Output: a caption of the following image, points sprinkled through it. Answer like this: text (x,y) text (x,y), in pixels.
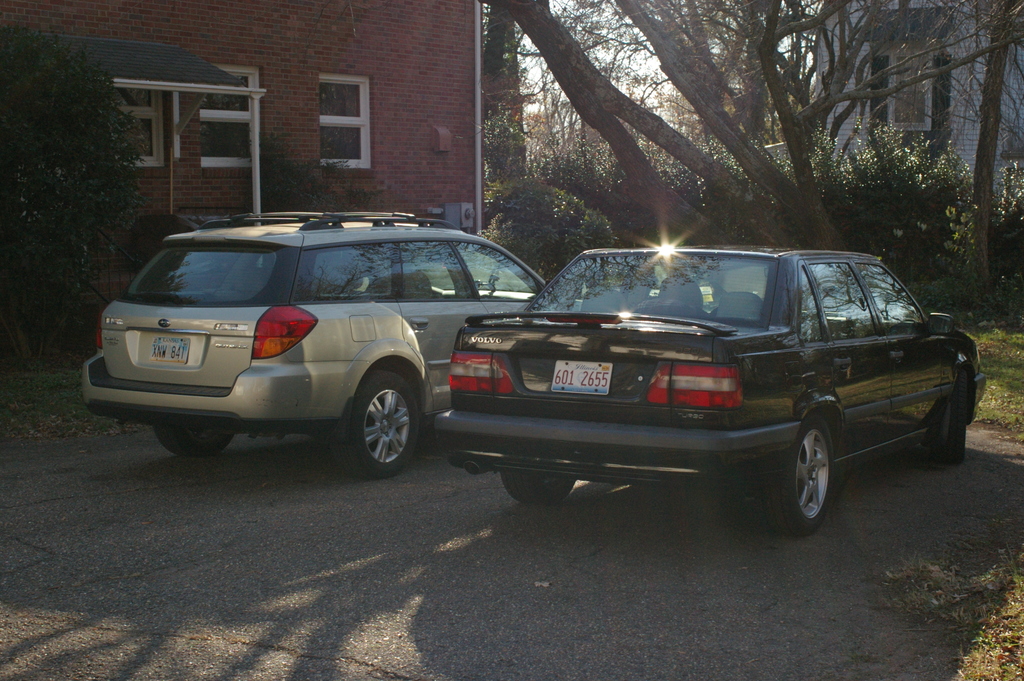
In this image we can see two vehicles (458,346) on the road (396,485), there are some plants (331,201), buildings (291,39), windows (213,144), trees (641,174) and grass (984,396), also we can see the sky (520,42).
